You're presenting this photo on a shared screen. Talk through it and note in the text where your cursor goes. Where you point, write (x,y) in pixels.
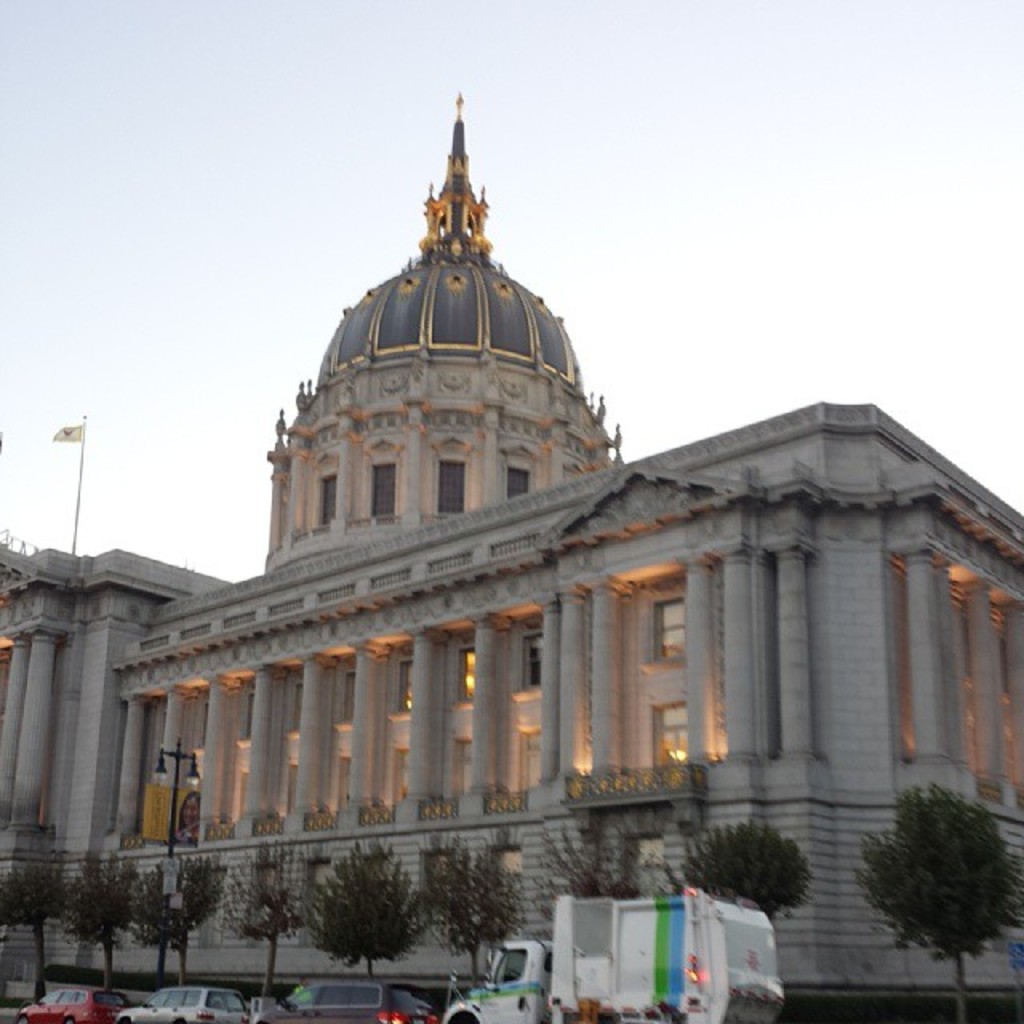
Here in this picture we can see San Francisco City Hall (631,673) present over there and in the front (509,1007) we can see cars (294,1004) and truck (518,972) present on the road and we can also see trees (487,910) and lamp posts (172,802) present and on the left side (81,444) we can see a flag post (81,444) present on the top of it over there.
